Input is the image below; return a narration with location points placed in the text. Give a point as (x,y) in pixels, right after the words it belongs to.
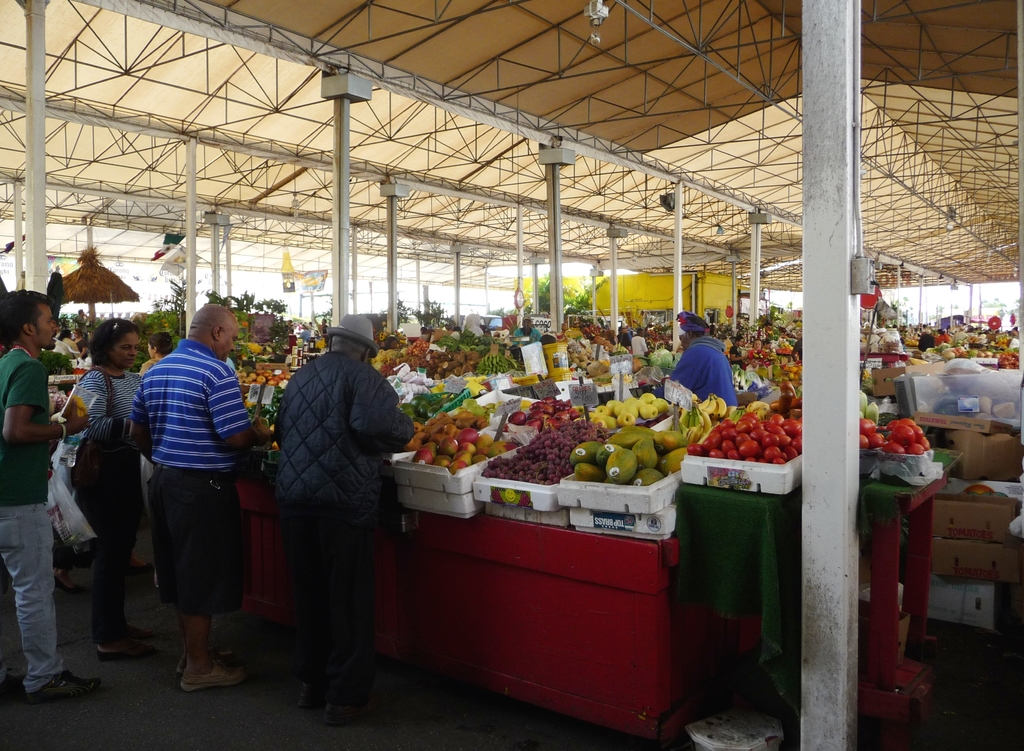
In this picture we can see some people (195,449) standing on the ground (268,687), plastic cover (59,523), boxes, tables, poles (814,179), rods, shelter (690,232), baskets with fruits (609,416) in it such as bananas (692,418), apples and some objects (607,346).
